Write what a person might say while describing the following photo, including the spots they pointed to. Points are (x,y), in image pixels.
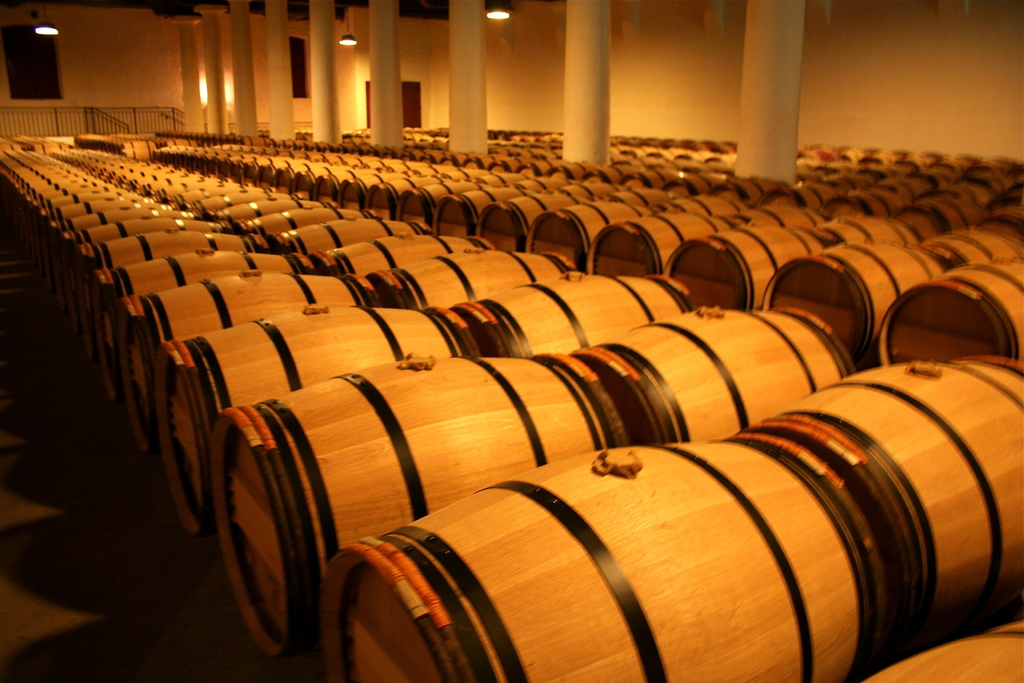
There are many wooden barrels (302,328). Also there are pillars (211,67). In the background (78,110) there is a railing (105,113) and lights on the ceiling (417,13).
